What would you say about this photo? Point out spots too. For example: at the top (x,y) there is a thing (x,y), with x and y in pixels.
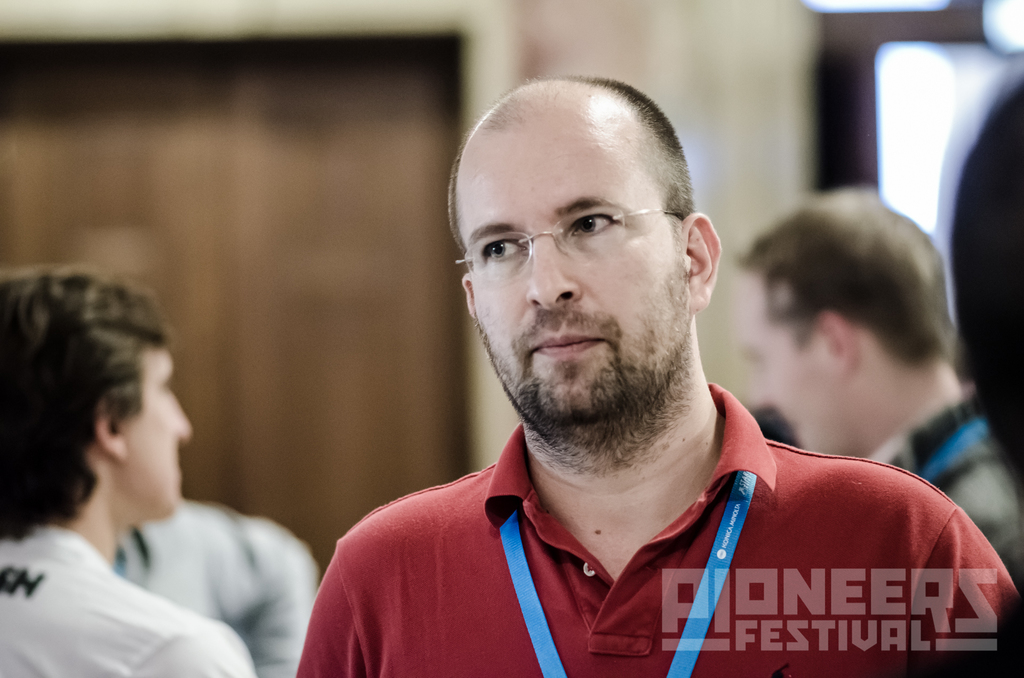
In this image, there is a person (657,538) wearing clothes (441,586) and spectacles (582,223). There is an another person (162,442) wearing clothes (100,554) in the bottom left (114,586) and in the bottom right of the image (1002,492).
